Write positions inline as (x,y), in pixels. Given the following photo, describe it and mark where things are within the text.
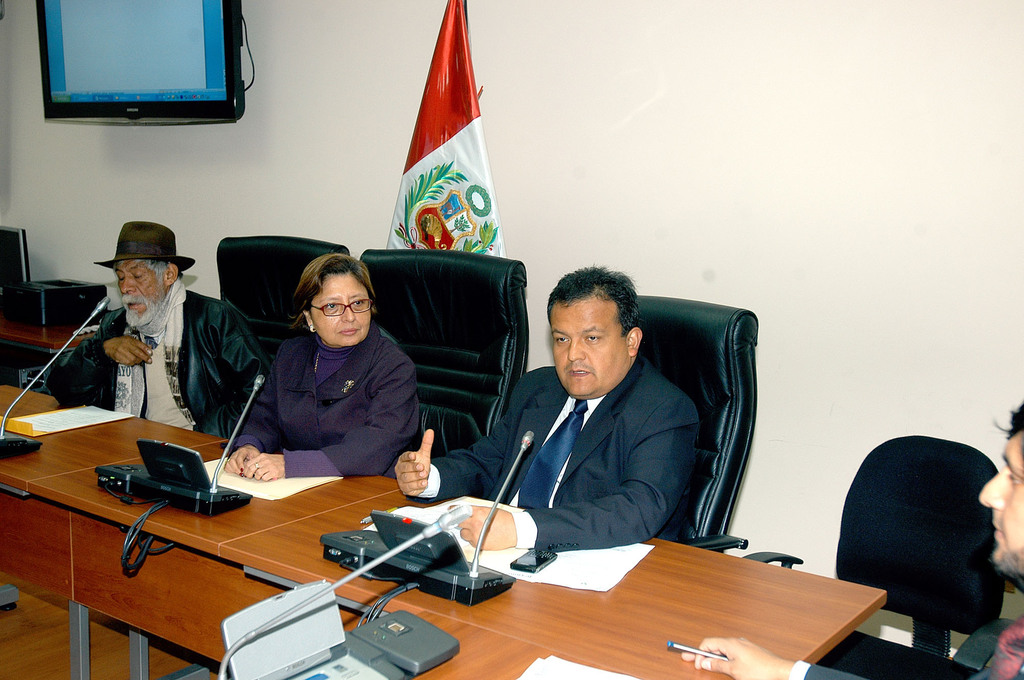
In the image there are four persons (694,424) sitting on chairs (692,388) in front of table (499,601) with mic (331,542) and devices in front of them and behind there is a wall (507,201) and there is a tv (121,67) on the left side (135,75) with a flag (438,205) in the middle (438,241).
